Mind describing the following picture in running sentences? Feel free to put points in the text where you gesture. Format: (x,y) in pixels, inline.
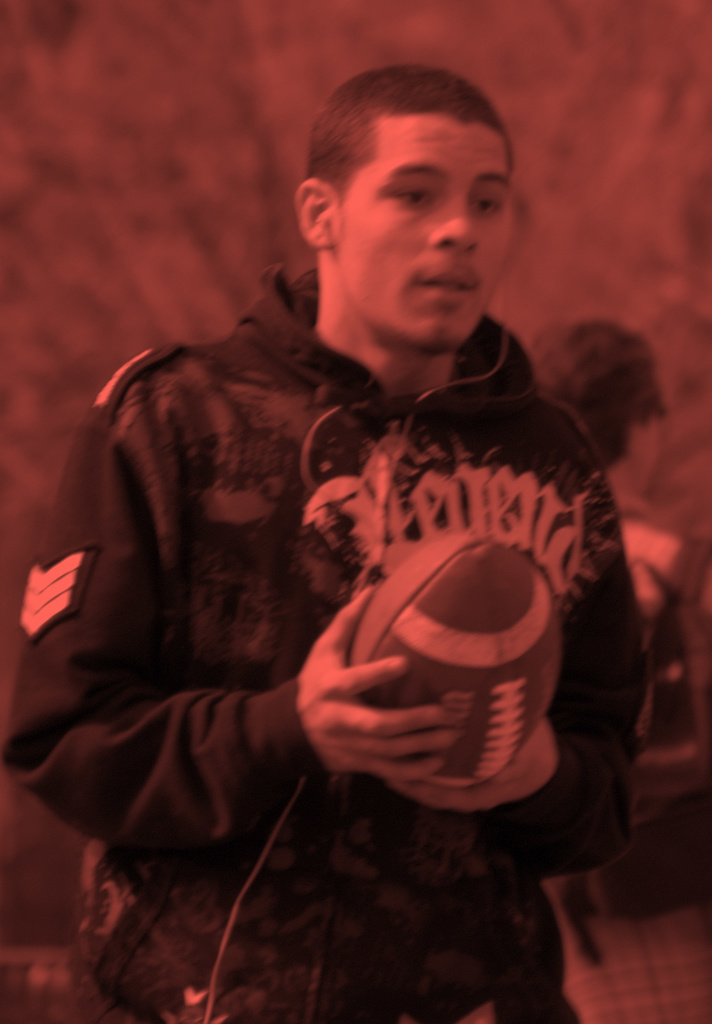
In this picture I can see a person (363,598) holding the rugby ball (463,617).
